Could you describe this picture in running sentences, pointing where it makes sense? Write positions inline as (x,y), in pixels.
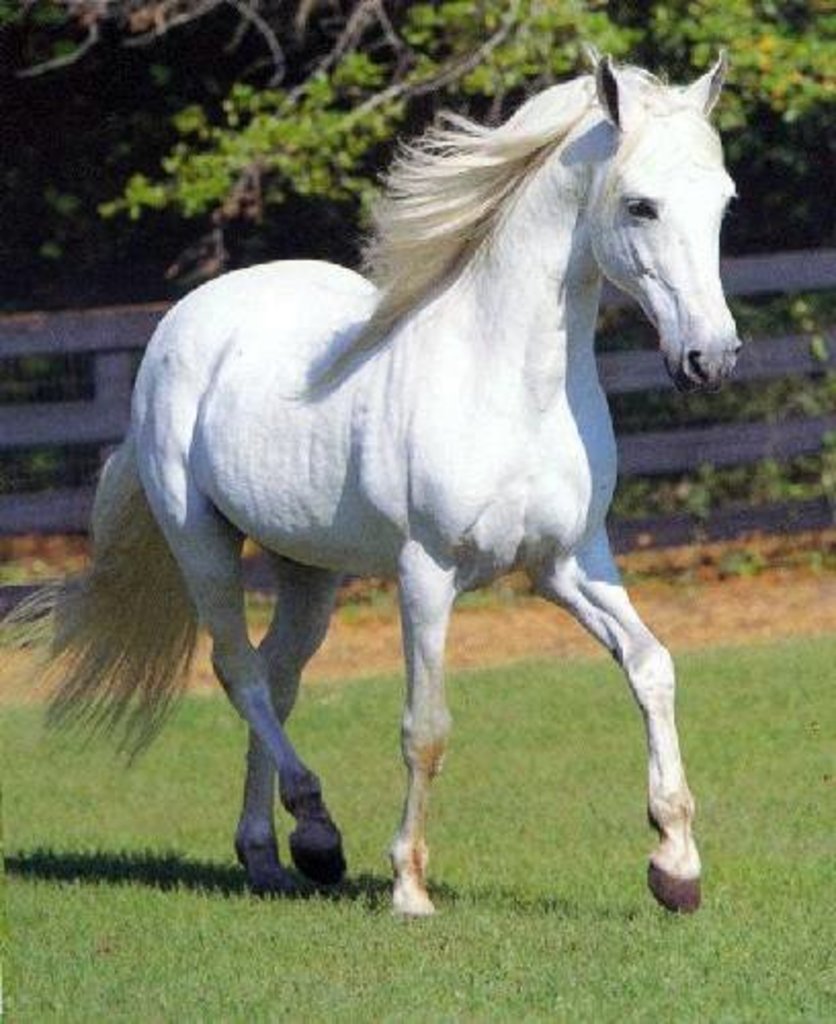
In this image I see the horse (62,703) which is of white in color and I see the green grass (379,677). In the background (818,319) I see the wooden fencing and the trees (257,142) and I see that it is a bit dark over here.
